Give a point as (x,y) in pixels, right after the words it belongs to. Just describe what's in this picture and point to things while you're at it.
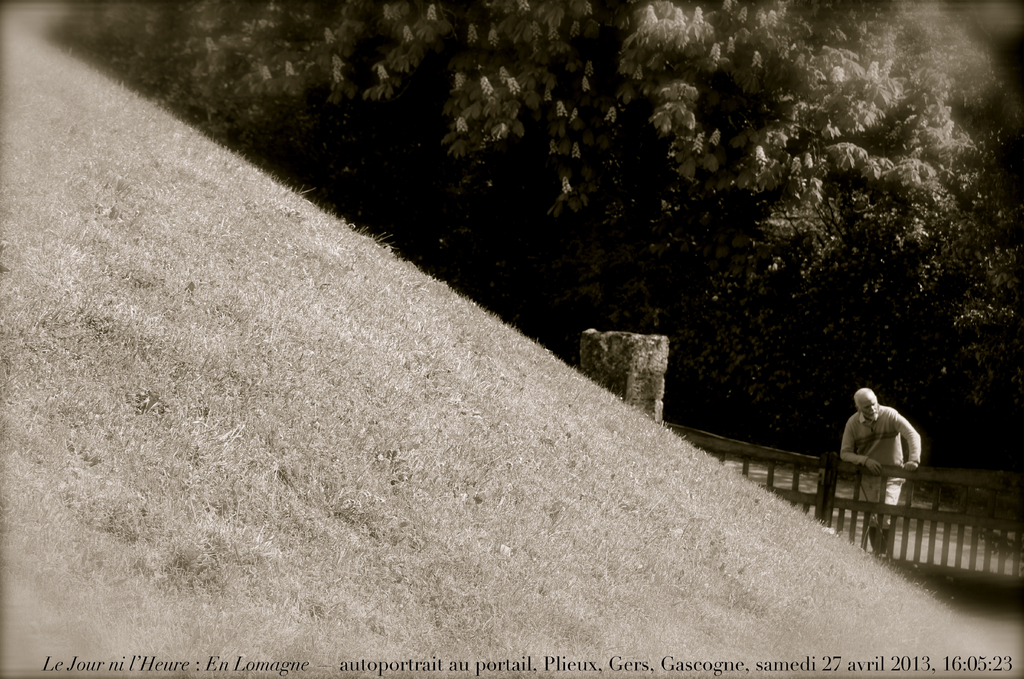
This is a black and white picture, we can see a person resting his hands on the fencing (748,458), and we can see pillar (651,385), ground (500,378), and we can see trees (952,421).
